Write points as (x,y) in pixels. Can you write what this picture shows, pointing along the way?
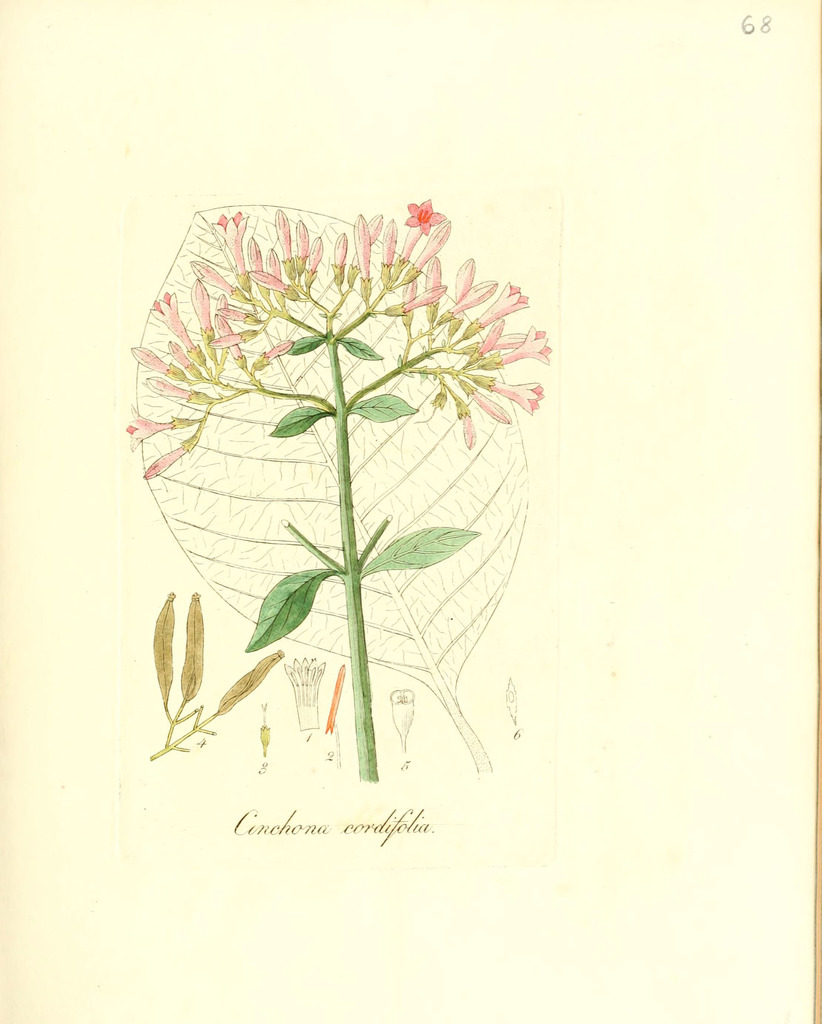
This is a sketch on a paper (481,469). In this picture we can see a stem (370,732), flowers (362,232), leaves (343,614) and text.
